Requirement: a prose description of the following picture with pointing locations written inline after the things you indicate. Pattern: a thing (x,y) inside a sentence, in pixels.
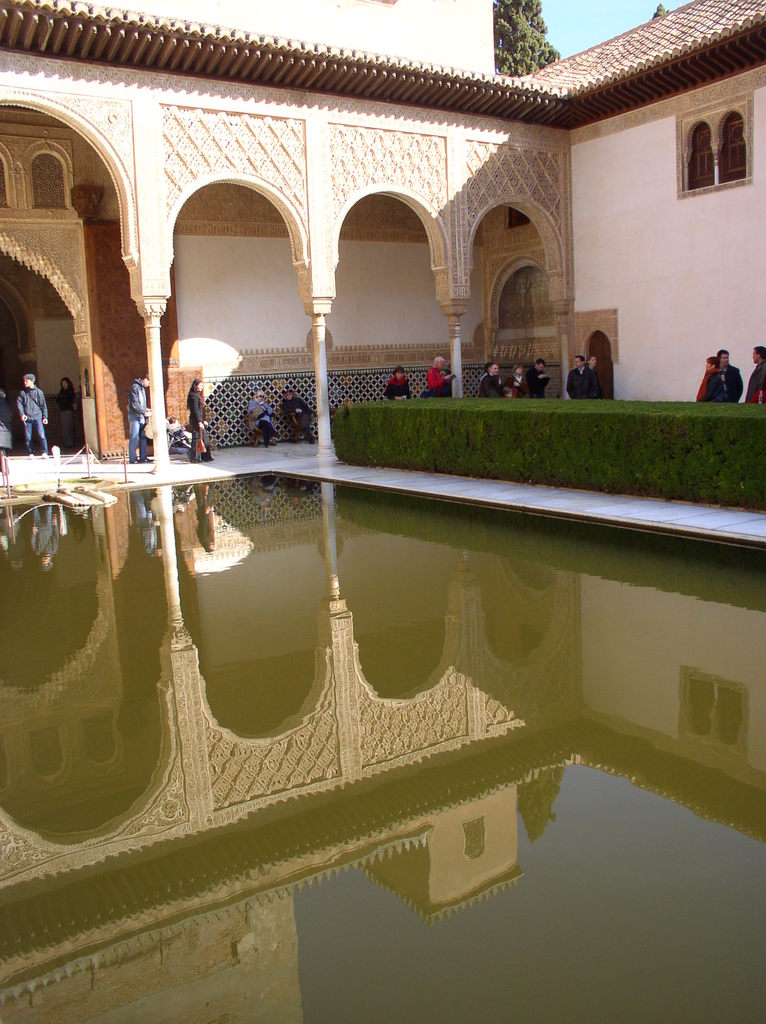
In this image we can see a building (377,229). In front of building (729,219) pool (268,648) and plants (510,453) are there. And people (33,398) are moving and standing. Background (518,40) tree (531,38) is present.
